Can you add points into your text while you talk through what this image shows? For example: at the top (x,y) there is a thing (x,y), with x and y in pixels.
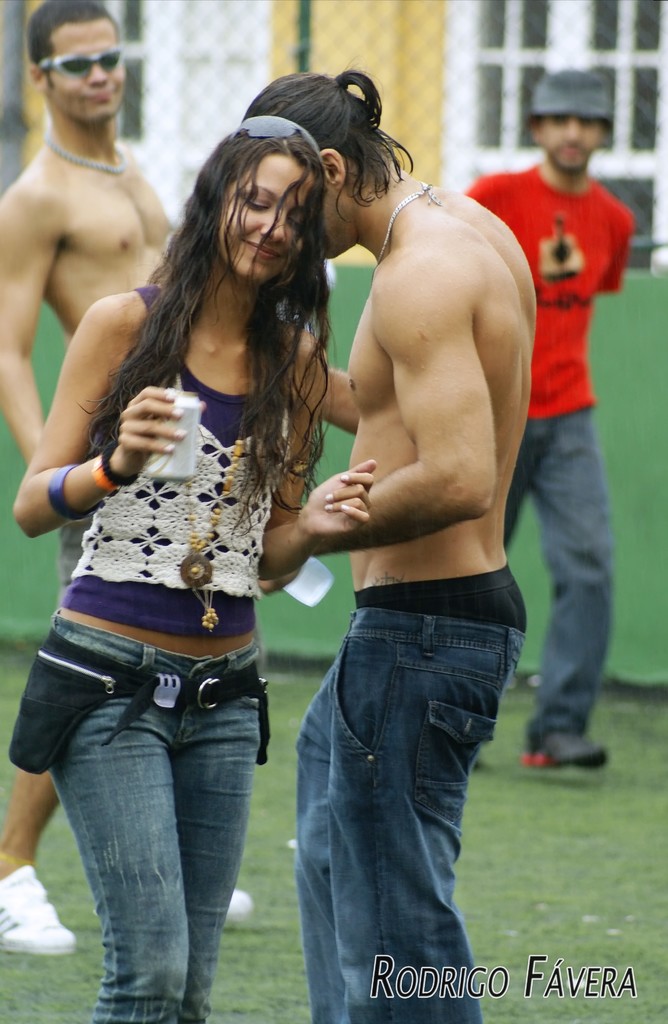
In this image there is a girl (158,638) standing on the ground (233,945) by holding the tin (154,463). On the right side (475,489) there is another man (431,400) who is standing on the ground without the shirt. On the left side (112,202) there is a man (88,228) who is standing on the ground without the shirt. In the background (318,43) there is a building (501,30) with the windows (522,20). On the right side (580,327) there is a person (586,321) who is walking on the ground (620,757), Behind him there is a fence (635,436).
